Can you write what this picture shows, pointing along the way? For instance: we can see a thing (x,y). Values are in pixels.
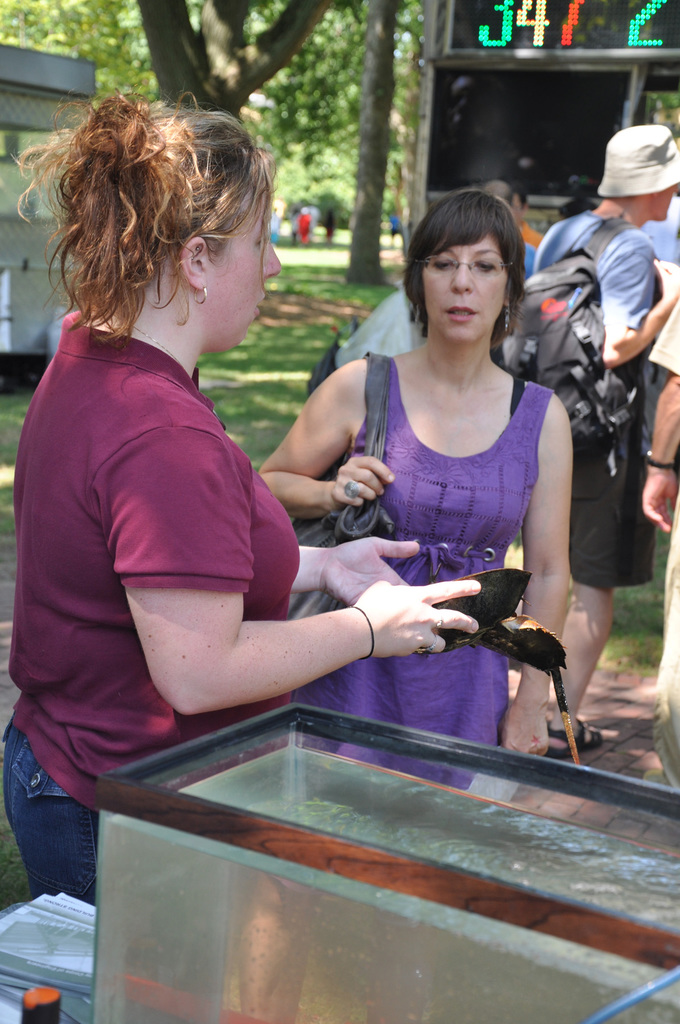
In the image there is a woman (214,596) standing beside a water tank (361,830) and she is holding some item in her hand (353,586) there are some other people (469,312) standing in front of her and there is a stall (487,143) in the background (454,169), around that stall (431,110) there are trees (303,77).
